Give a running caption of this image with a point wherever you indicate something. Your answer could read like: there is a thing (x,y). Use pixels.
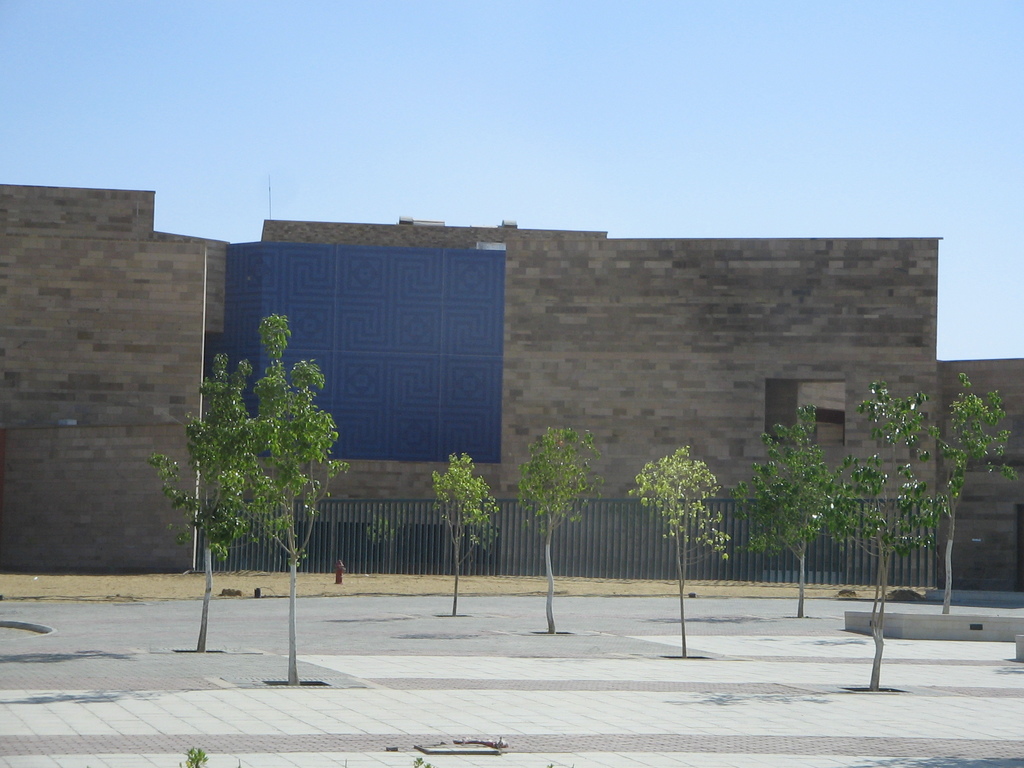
This picture contains trees (297,434). Behind that, there is an iron railing (524,566). Behind that, we see a building (146,345) in brown color. There is a blue banner (408,337). At the top of the picture (446,72), we see the sky (745,199) and it is a sunny day.
